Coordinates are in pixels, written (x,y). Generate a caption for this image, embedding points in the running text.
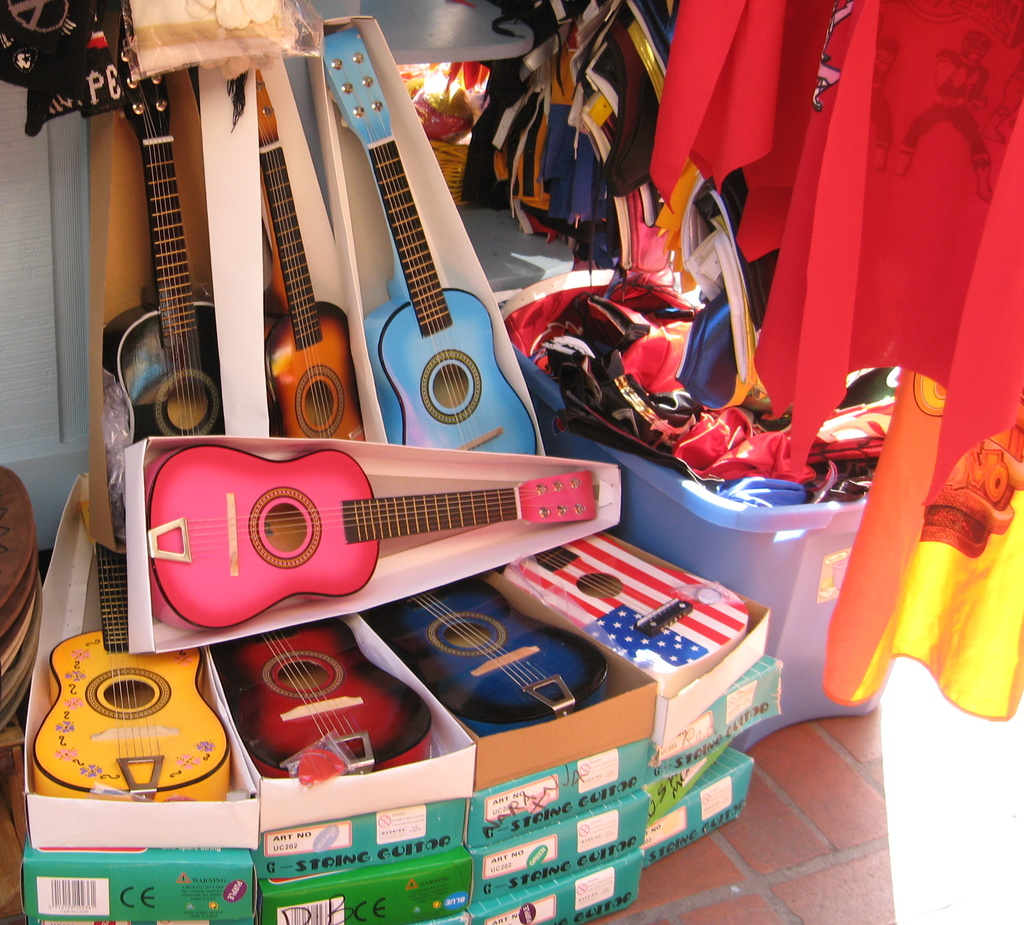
In this picture we can see many guitars (338,340) placed in the boxes (718,682) and aside to this guitars (424,295) we have a tub (638,497) with clothes (711,330) in it and in the background (455,152) we can see basket (442,161) and some more clothes (595,83).
